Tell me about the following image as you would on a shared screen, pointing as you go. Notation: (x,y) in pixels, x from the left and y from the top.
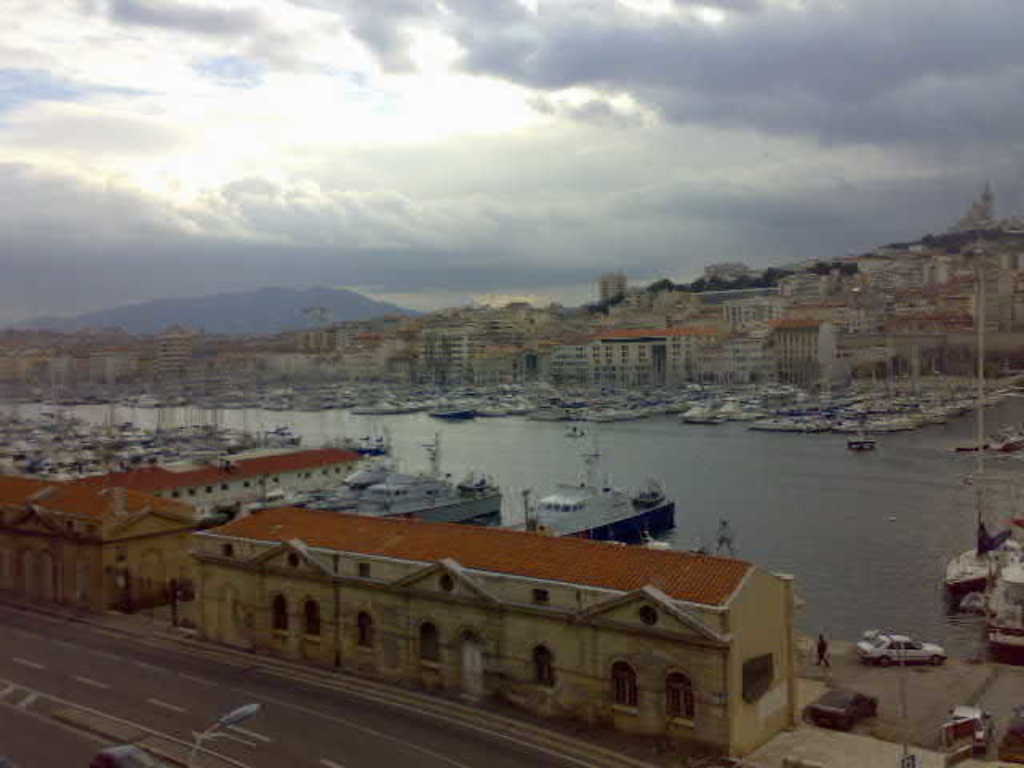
At the bottom (329,730) it is the road (359,747) and there are houses (395,602). In the middle (499,466) there are ships (1009,545) in this water (748,461). At the top (394,147) it is the cloudy sky (226,135).
